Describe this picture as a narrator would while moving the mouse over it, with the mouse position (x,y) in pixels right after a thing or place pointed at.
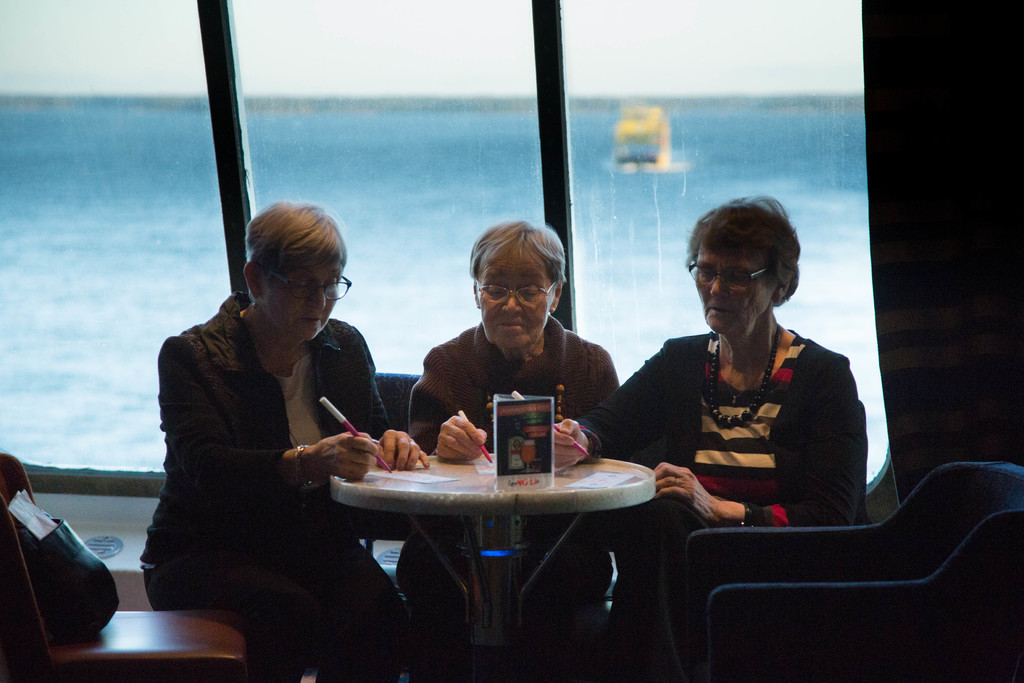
In this picture, we see three old women (356,351) are sitting on the chairs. Three of them are wearing the spectacles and they are holding the pens (343,420) in their hands (441,442). In front of them, we see a table (520,507) on which a small black color board (519,447) and the papers (411,476) are placed. In the right bottom (970,611), we see a chair (730,544). In the left bottom (20,480), we see a chair (6,471) on which a bag (44,548) containing the papers (48,527) are placed. In the background (50,346), we see the glass windows (87,309) from which we can see water (342,186) and an object (666,159) in yellow color. On the right side (878,169), it is black in color.
